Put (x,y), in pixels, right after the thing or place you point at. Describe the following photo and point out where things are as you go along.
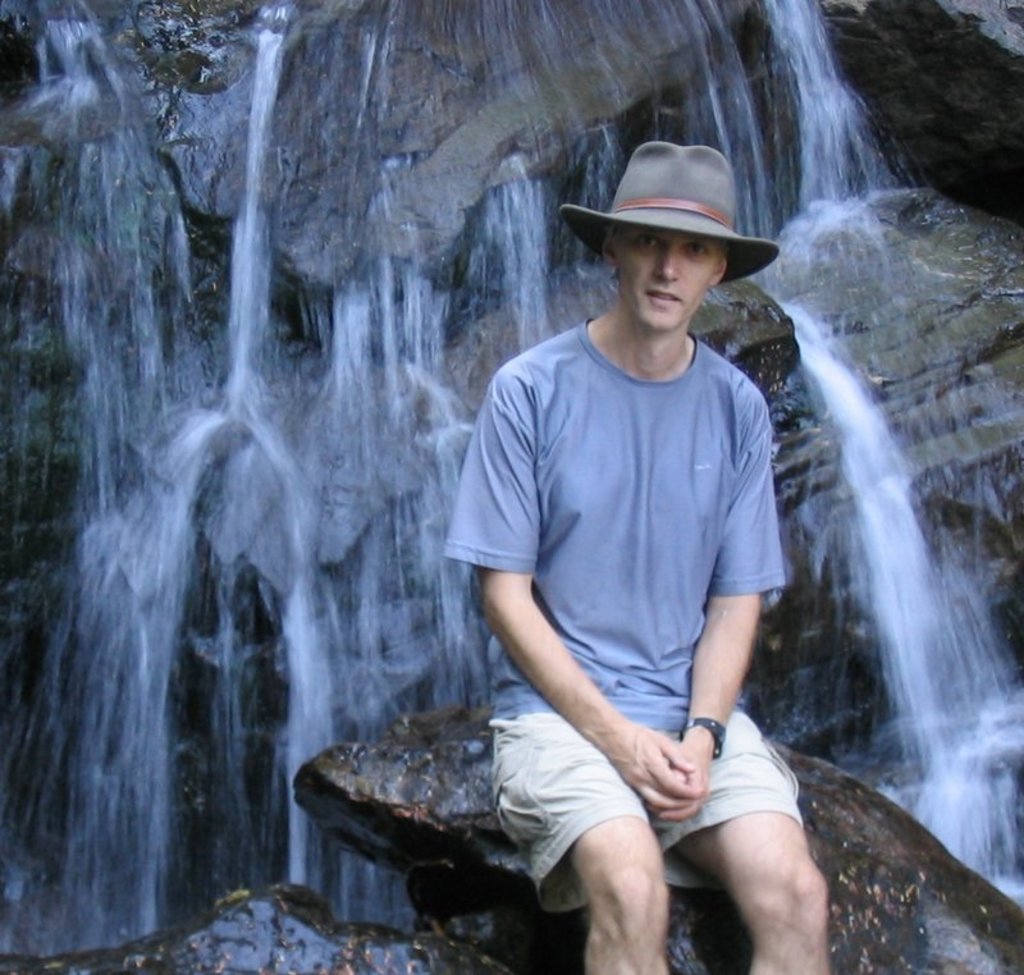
In the center of the image (662,578) a man (761,588) is sitting on a rock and wearing hat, watch (722,739). In the background of the image (33,845) we can see the mountains (285,291) and waterfalls (326,385).
